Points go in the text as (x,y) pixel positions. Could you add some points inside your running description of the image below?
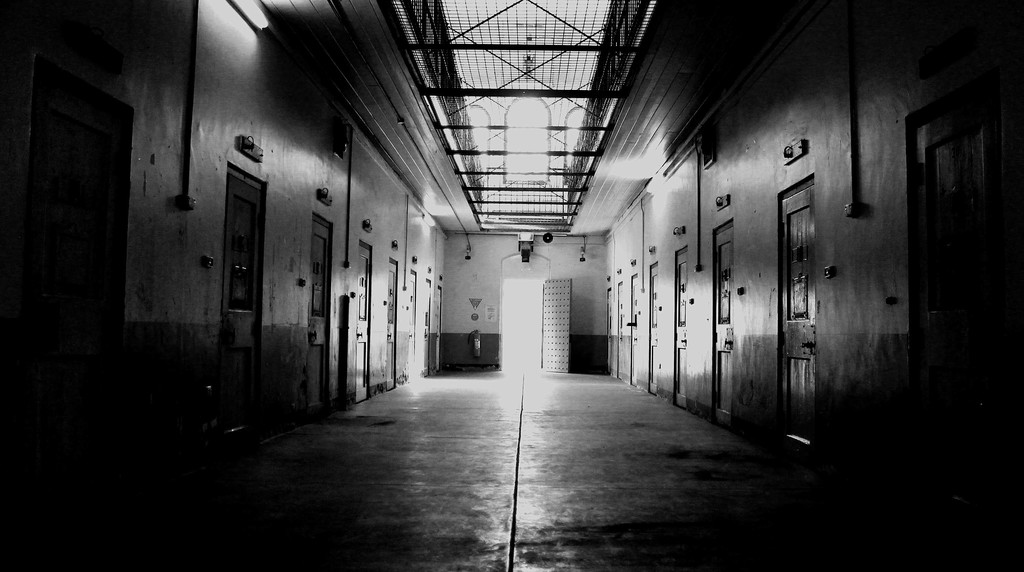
It is an inside view of a building (593,395). Here we can see walls (284,335), doors (944,414), pipes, handles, fire extinguisher (472,337), poster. At the bottom (522,470), there is a floor (586,550). Top of the image (460,159), we can see grills (453,144) and rods (535,90).
